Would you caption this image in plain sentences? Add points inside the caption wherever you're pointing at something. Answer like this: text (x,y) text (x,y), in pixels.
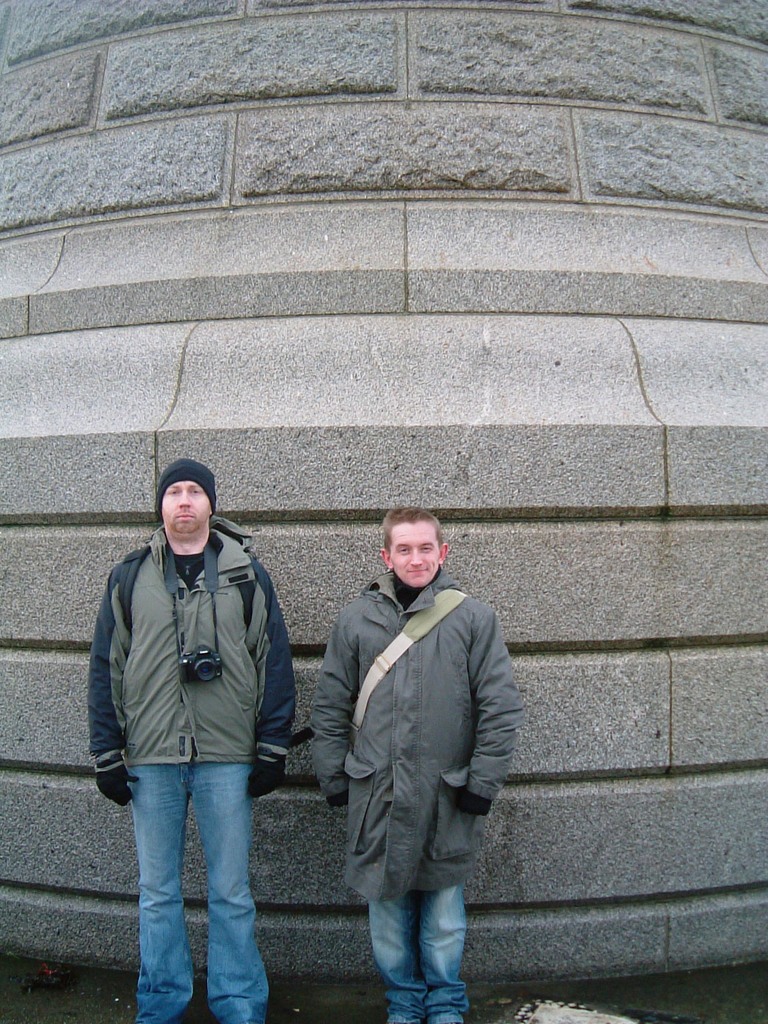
In this picture we can see two men (366,730) and this is a camera (215,666). In the background (297,254) there is a wall (665,725).
